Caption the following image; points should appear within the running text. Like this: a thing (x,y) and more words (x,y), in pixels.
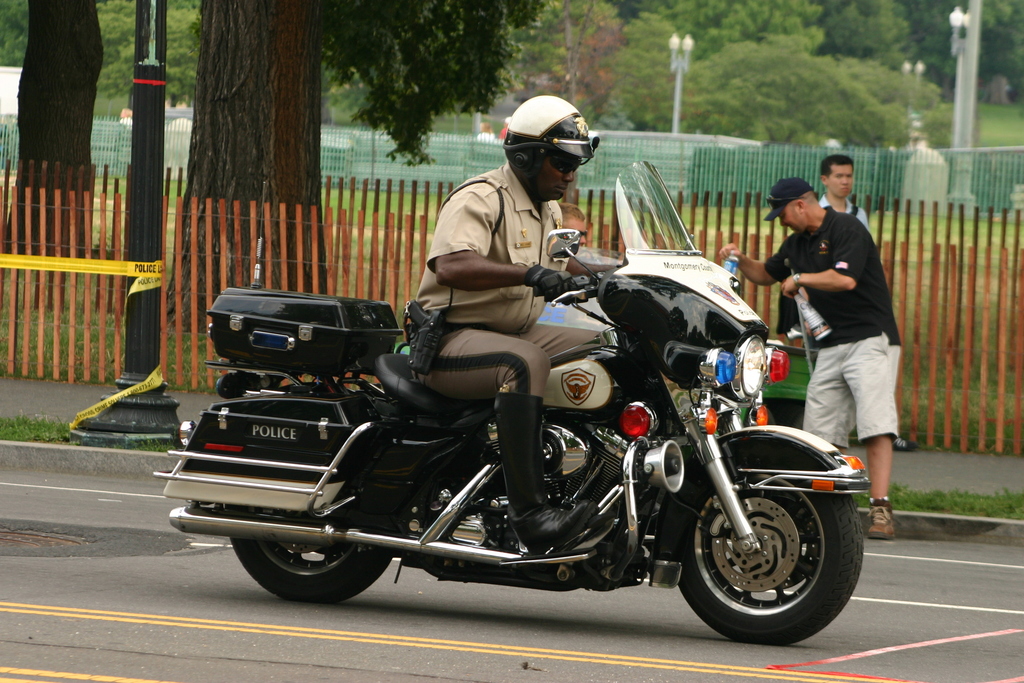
In this picture a man (522,395) is riding a police bike (546,402).
